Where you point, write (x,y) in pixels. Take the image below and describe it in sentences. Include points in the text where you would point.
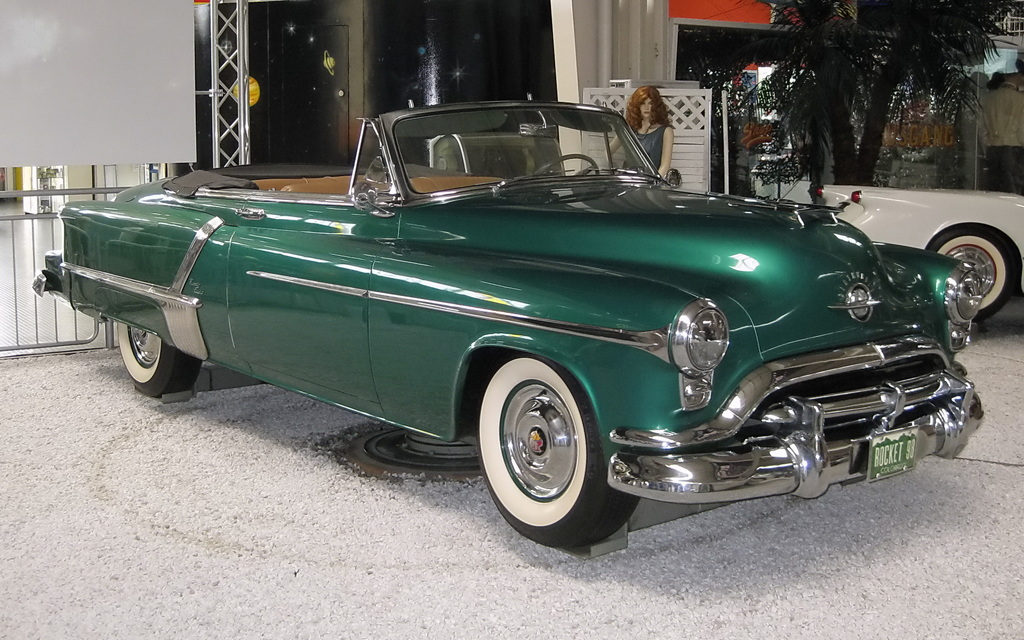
In the picture we can see a vintage car (499,474) which is green in color parked on the path (147,534) and beside we can see another car (972,247) which is white in color and in the background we can see railing (73,195), stage (344,145) and a mannequin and some trees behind it.
